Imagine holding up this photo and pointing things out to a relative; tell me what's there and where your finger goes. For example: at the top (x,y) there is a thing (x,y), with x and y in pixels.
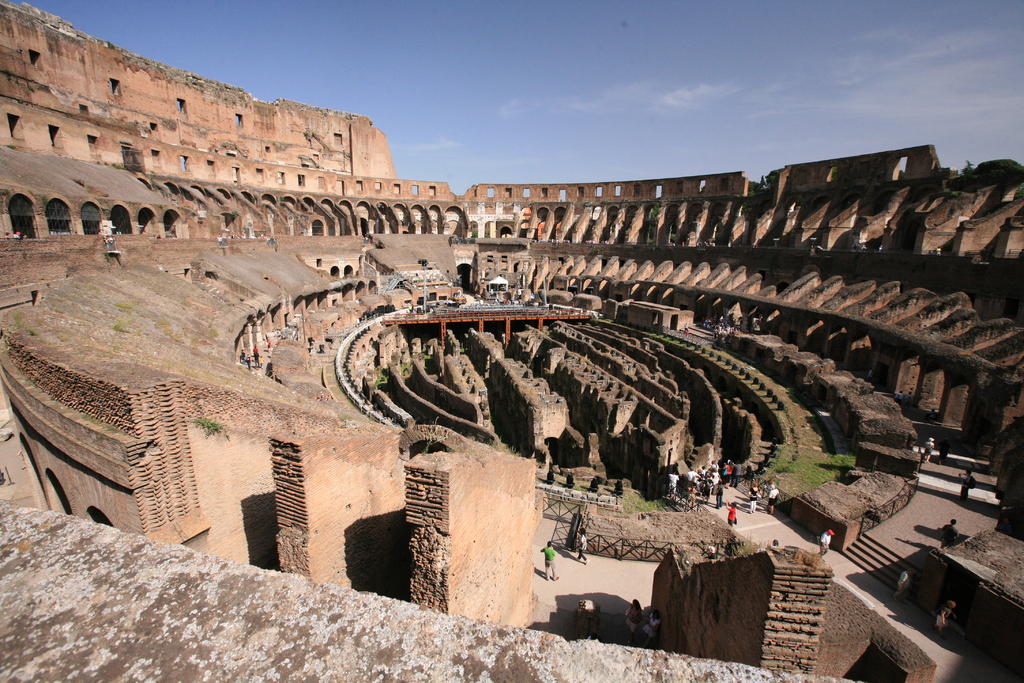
As we can see in the image there are buildings (518,257), few people (700,468) here and there, fence (637,553), stairs (873,565) and sky (623,90).
